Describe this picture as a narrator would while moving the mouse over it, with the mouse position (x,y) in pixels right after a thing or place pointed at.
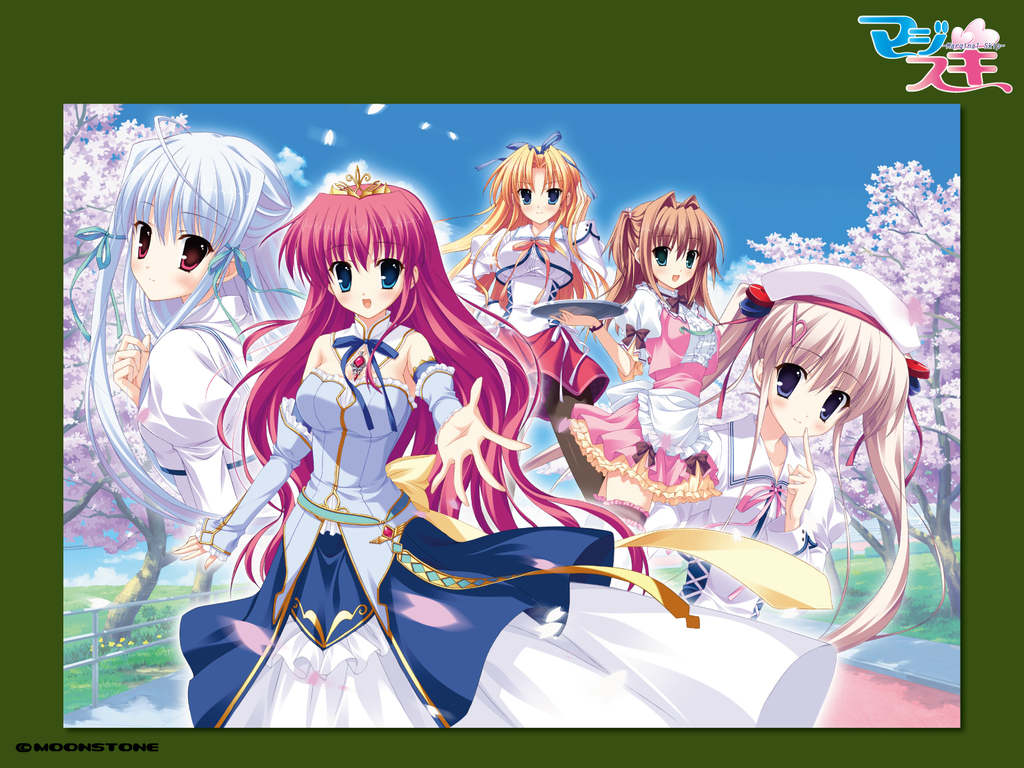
This is completely an animated picture. On the background (83,134) we can see trees (913,229) and this picture is mainly highlighted with a animated cartoons (557,546).
